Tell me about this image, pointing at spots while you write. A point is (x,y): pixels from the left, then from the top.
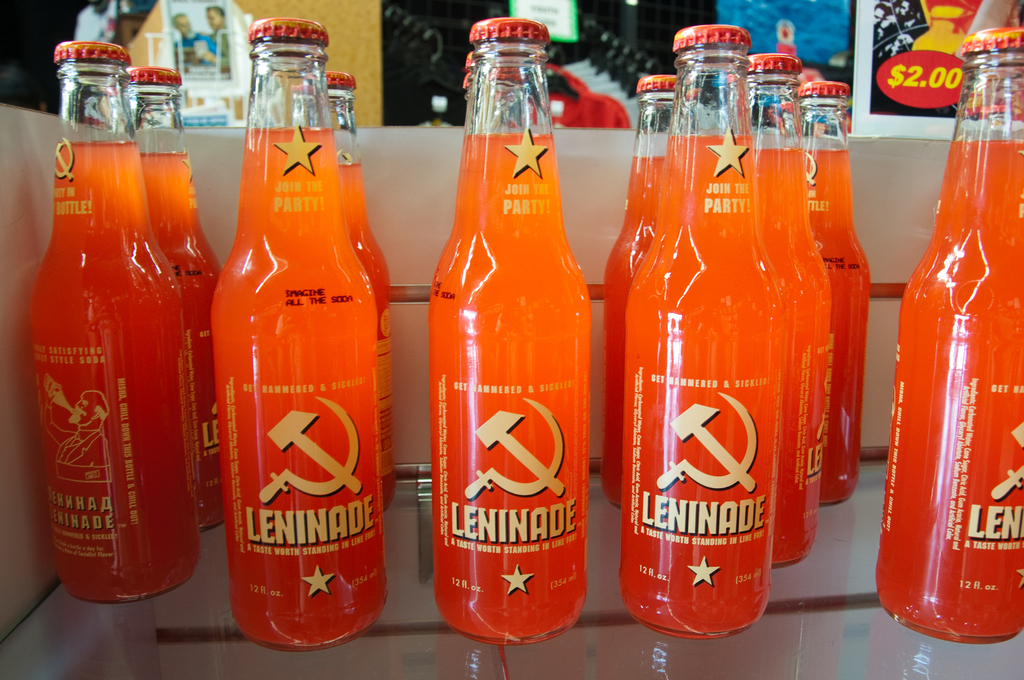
In this picture we can see couple of bottles (613,325) and also we can see wall posters (875,43) in the background (904,69).
